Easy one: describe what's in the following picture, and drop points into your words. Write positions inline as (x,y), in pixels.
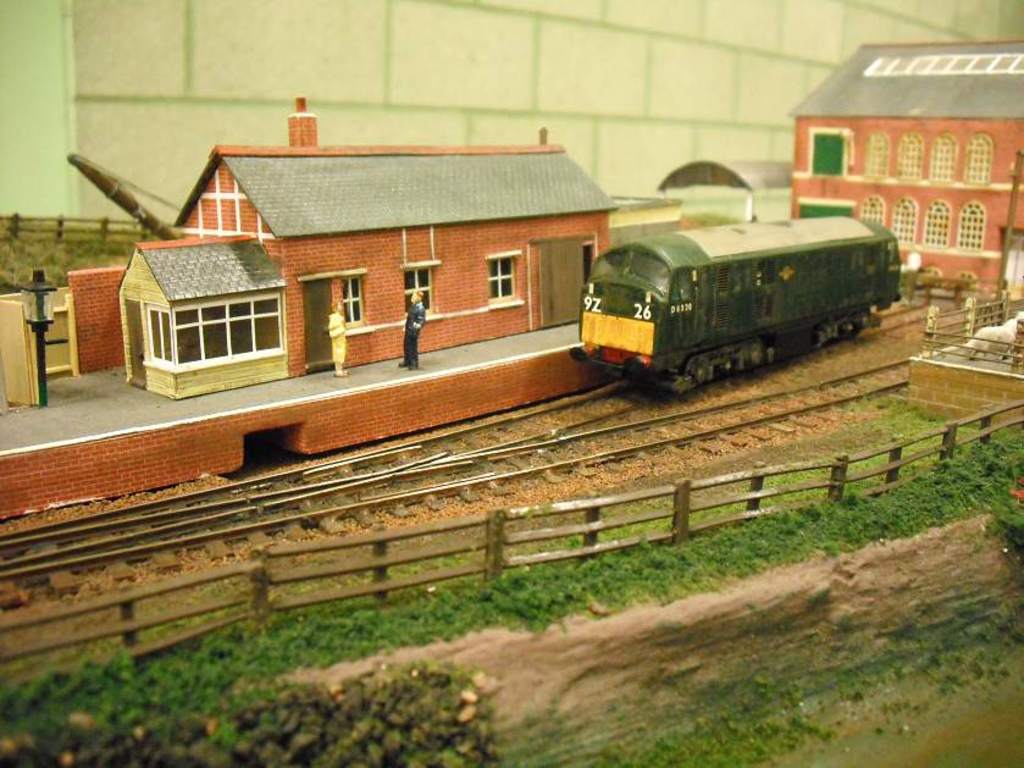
In this image I can see the depiction of buildings (587,256), train (737,363), railway tracks (266,540) and grass (626,603). On the right side (977,349) there is a fence (975,319). Here I can see two toy persons (410,343) on the platform (91,396). At the top of the image (359,51) there is a wall (486,57).
